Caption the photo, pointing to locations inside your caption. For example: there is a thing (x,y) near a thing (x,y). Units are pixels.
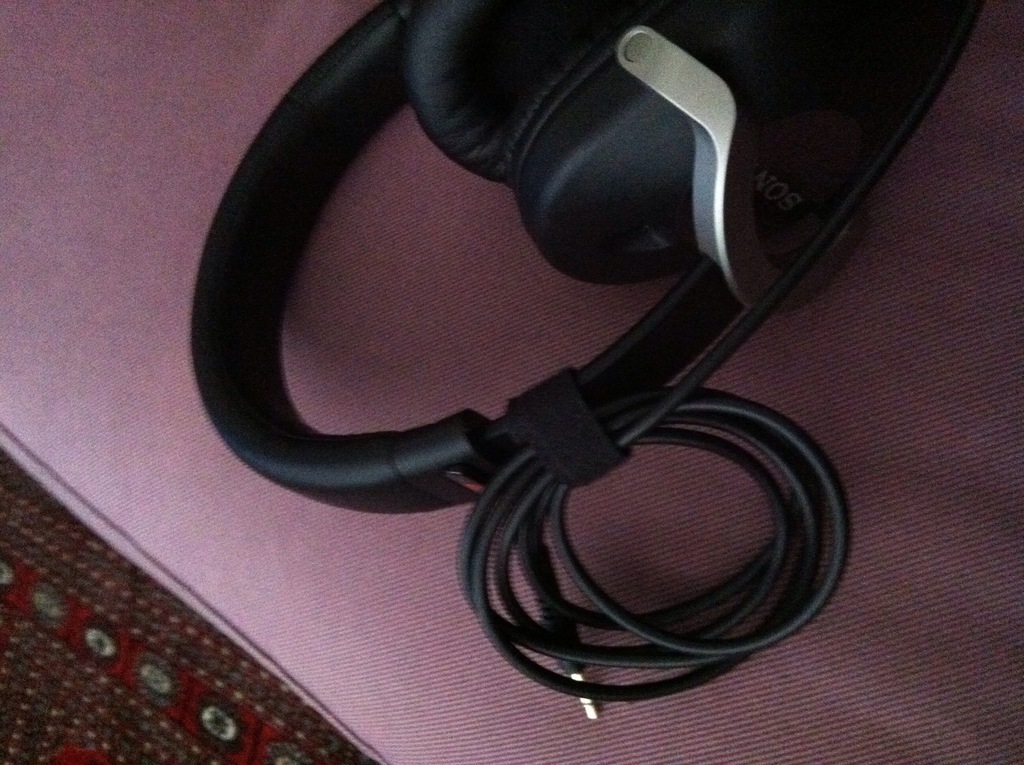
It is a headset (542,239) in black color.
